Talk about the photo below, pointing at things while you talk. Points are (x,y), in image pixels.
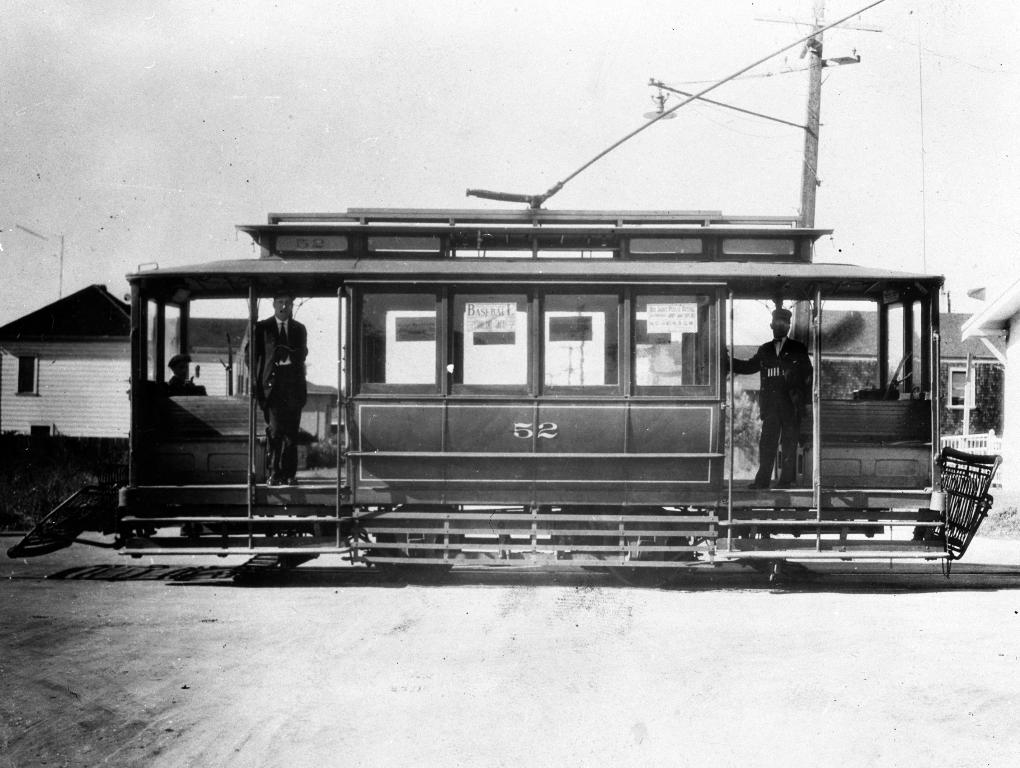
In this picture, we can see an old picture, we can see vehicle (590,490) and a few people (275,335) in it, we can see the ground (233,689), poles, houses (997,317), and the sky (271,124).
